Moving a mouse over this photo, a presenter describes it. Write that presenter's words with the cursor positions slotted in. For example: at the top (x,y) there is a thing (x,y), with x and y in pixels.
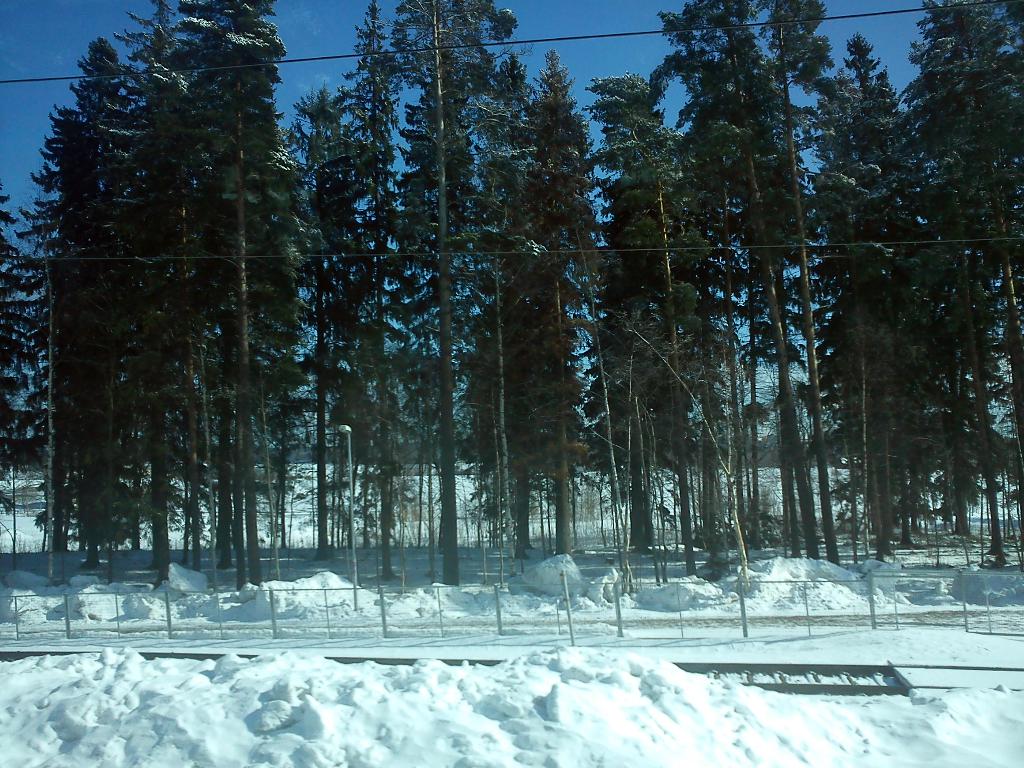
In this image we can see some trees (387,530), wires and poles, also we can see the snow (242,629) and a metal object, in the background (600,66), we can see the sky (614,66).
